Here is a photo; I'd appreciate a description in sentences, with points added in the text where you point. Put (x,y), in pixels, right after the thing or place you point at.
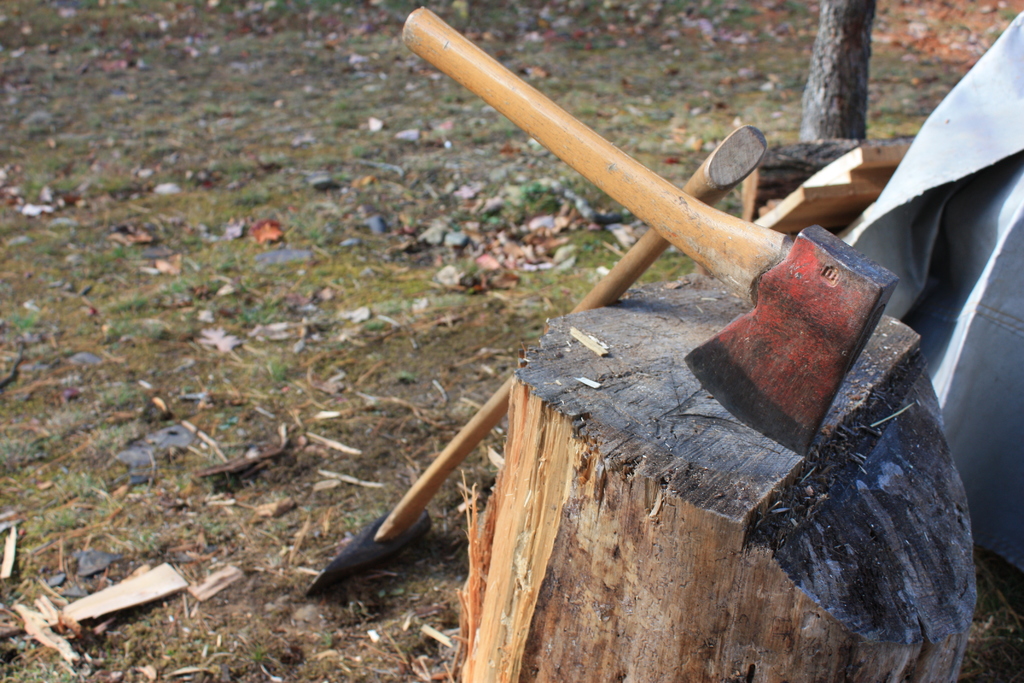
In this image there are two axes (797,337) and one log (822,527). In the background (230,406) we can see ground (251,285). Bark (839,34) is also visible.
